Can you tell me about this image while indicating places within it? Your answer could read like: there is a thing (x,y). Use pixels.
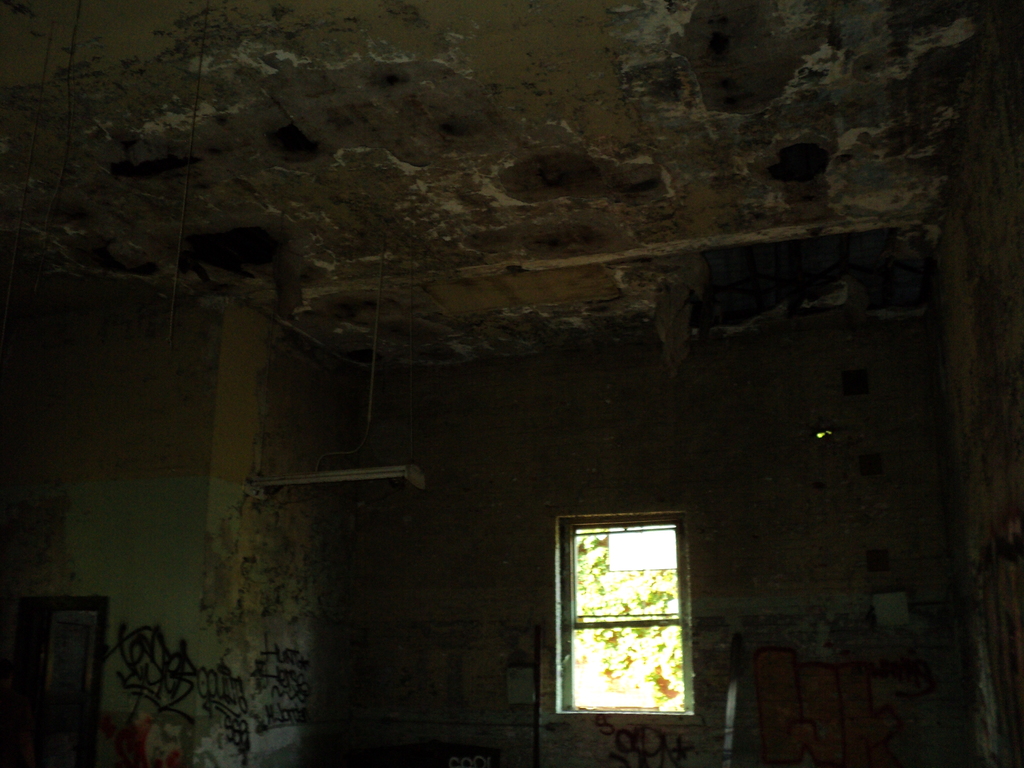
In the image I can see the interior of the room (346,556) which is dark. I can see the ceiling (524,274), few objects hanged to the ceiling (515,264) and some painting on the wall (427,683). I can see a window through which I can see few trees (610,637).
